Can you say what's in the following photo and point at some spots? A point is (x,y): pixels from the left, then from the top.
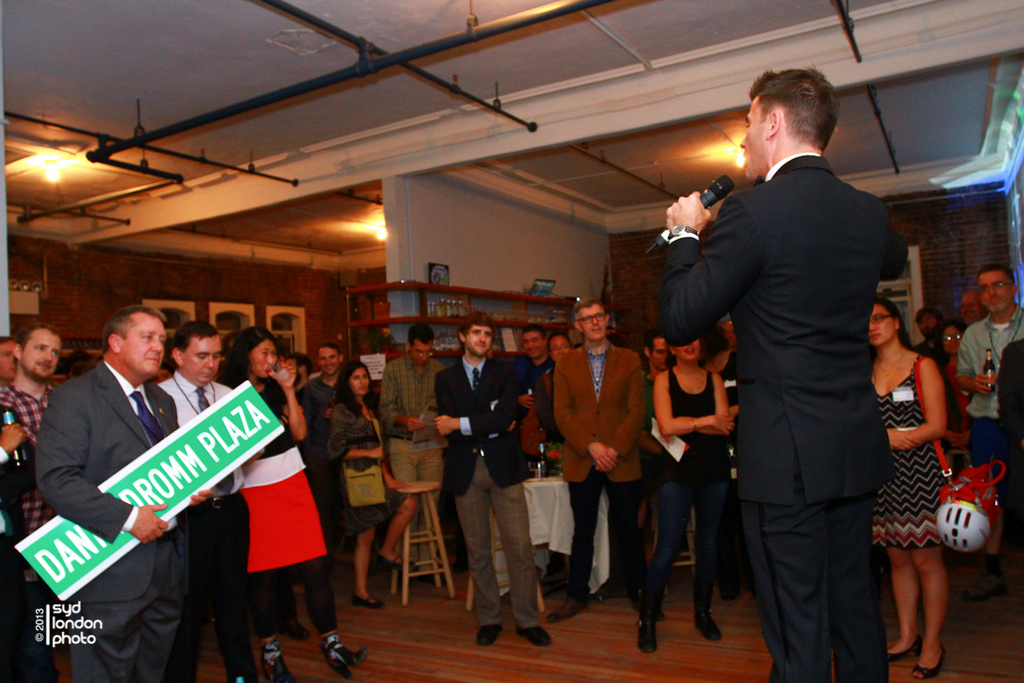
in this image there are group of persons (441,412) standing. In the front (801,348) on the right side (792,397) there is a man (796,411) standing and speaking and holding a mic (706,201) in his hand (705,215) and there is a man (985,325) standing, wearing a green colour shirt (981,356) and holding a bottle (988,372). On the left side (105,450) there is a person (105,450) standing and holding a board (150,498) with some text (155,477) written on it. In the background (323,274) there is a wall (527,286) and there are frames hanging on the wall (251,299) and there are lights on the top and there are shelves (505,308) on the shelf (426,307) there are objects (504,306). There is an empty stool (413,485).
